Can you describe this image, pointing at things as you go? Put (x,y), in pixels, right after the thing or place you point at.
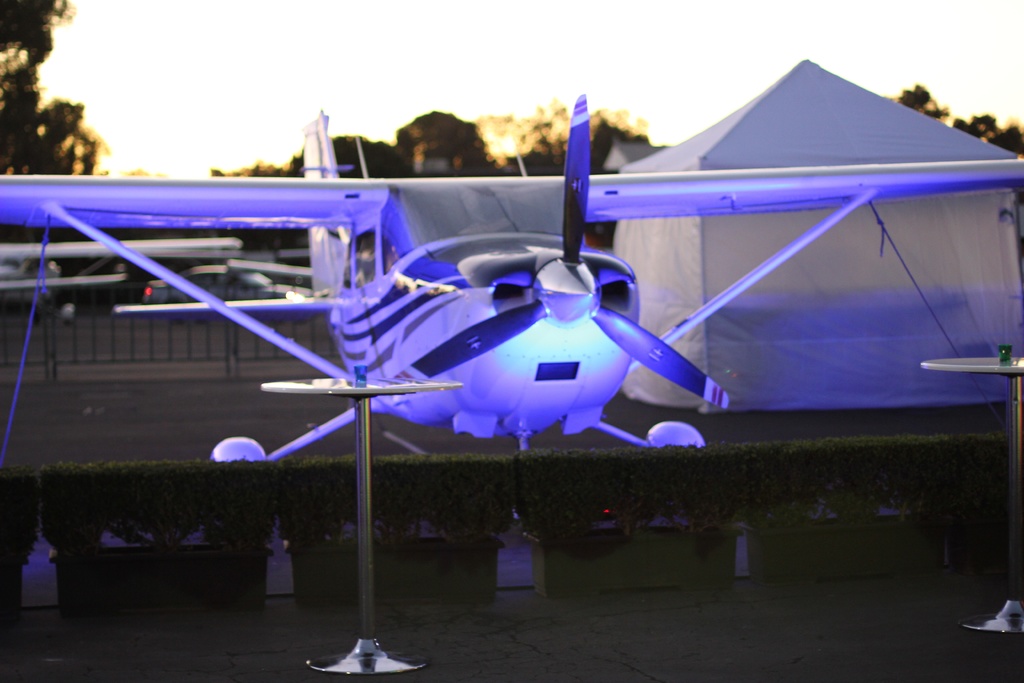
There is an aircraft (310,212) with lights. Near to that there are bushes (376,491). Also there is a table (365,400). In the background (346,108) there is a tent (761,149), trees (511,169) and sky (337,109).
